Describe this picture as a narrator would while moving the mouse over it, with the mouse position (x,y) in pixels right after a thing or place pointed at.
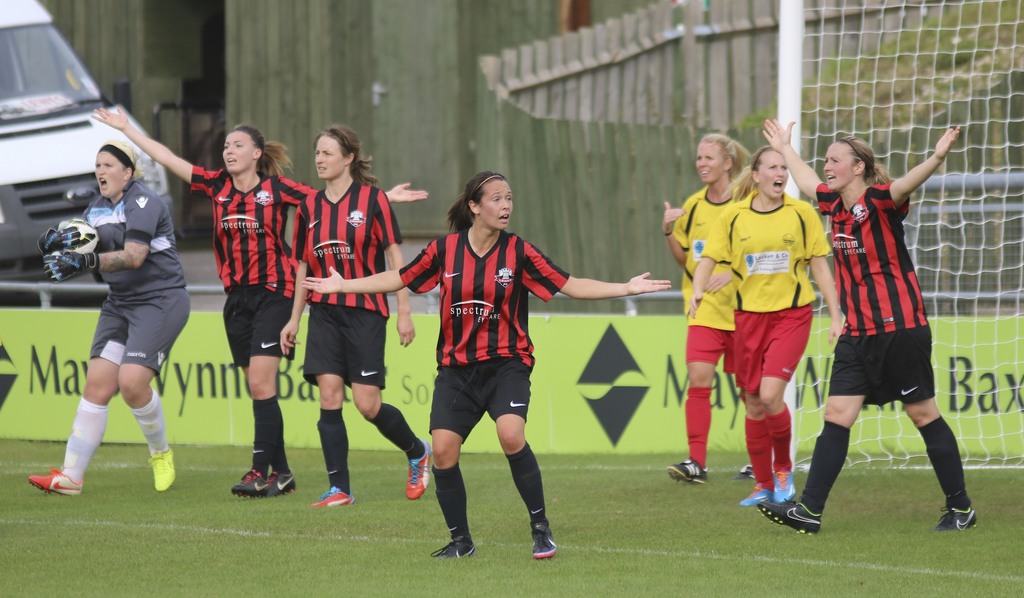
In this picture we can see seven women (541,287) standing in the ground (649,563), the woman (154,302) on the left most (142,284) in the picture is holding a ball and she wore two gloves (80,261), in the background (44,122) we can a vehicle (44,112) and also we can see net (947,115) on the right side of the picture (957,101), in the bottom (643,552) we can see some grass (652,577) and also we can see hoarding (617,376) in the background (579,414).
